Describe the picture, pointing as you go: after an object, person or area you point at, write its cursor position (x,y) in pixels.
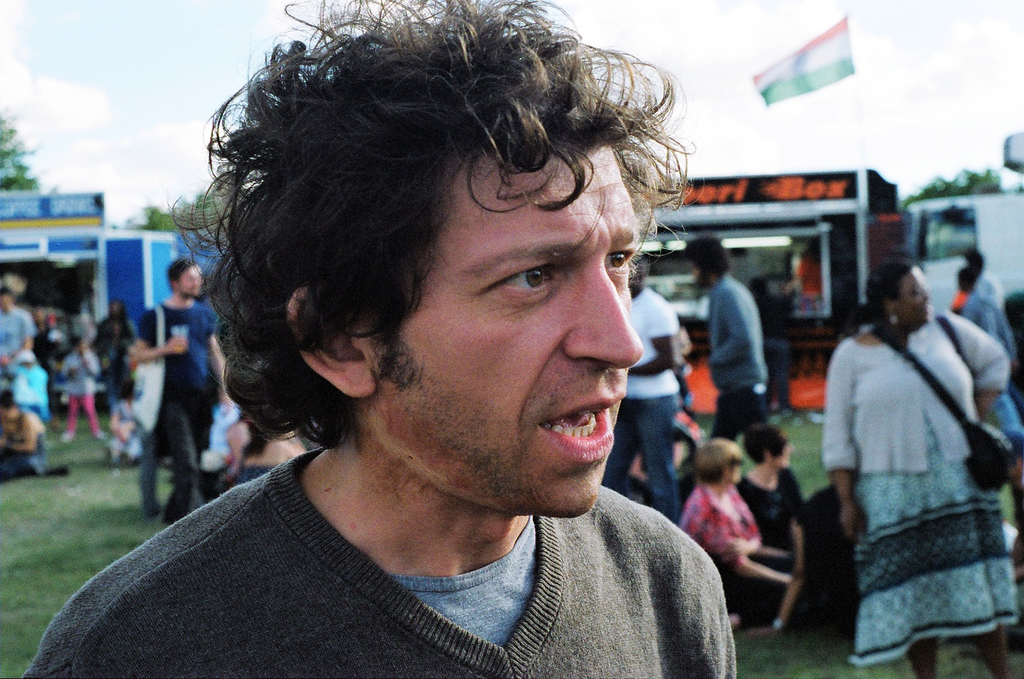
In this image, we can see people (460,282) and some are wearing bags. In the background (800,210), there are sheds (841,215), trees (910,199) and we can see a flag (803,81).
